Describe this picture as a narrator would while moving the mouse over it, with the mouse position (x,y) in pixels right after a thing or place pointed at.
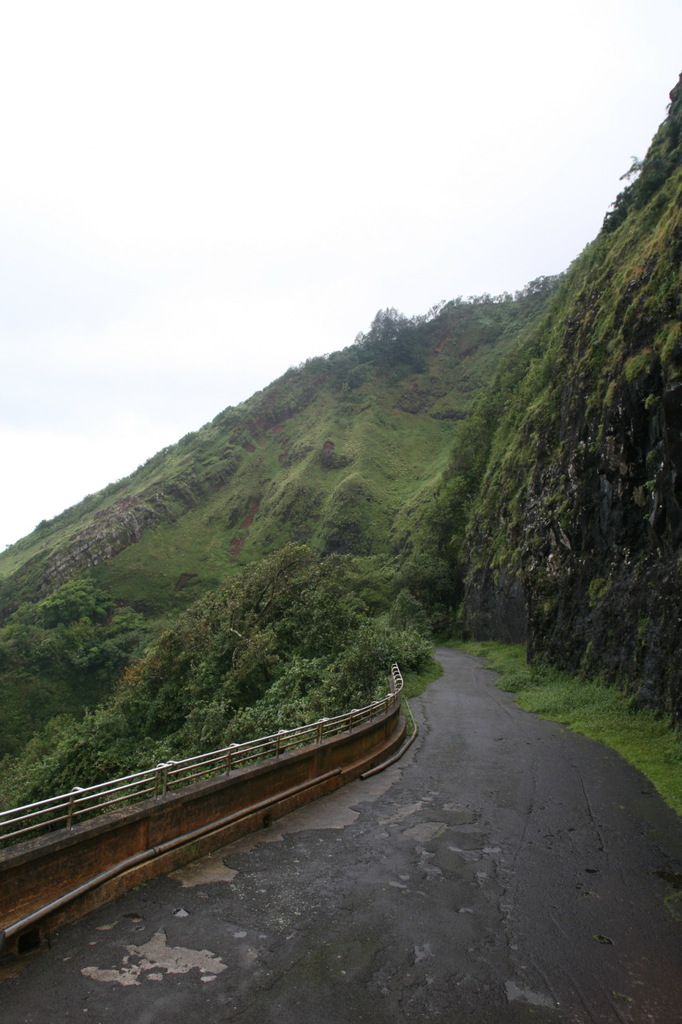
In the picture we can see a ghat road (456,716) and to it we can see a railing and on the other side, we can see a hill (470,406) with grass (581,261) in it and in the background (21,648) also we can see a hill (262,483) with a grass (219,511) on it and behind it we can see a sky (109,230).
